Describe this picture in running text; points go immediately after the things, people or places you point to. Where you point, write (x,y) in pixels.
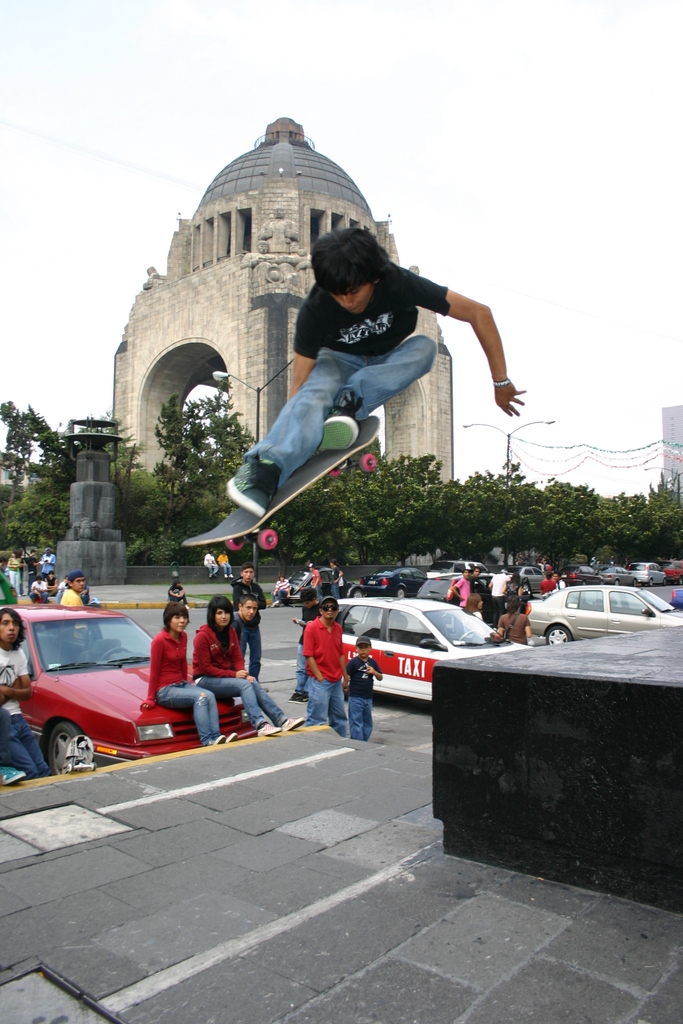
There is a boy (290,466) on a skateboard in the air in the foreground area of the image (256,531), there are people (178,659), vehicles (389,642), pole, trees (300,505), pole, statue (84,548), buildings (245,271), a dome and the sky (569,437) in the background (454,641).
